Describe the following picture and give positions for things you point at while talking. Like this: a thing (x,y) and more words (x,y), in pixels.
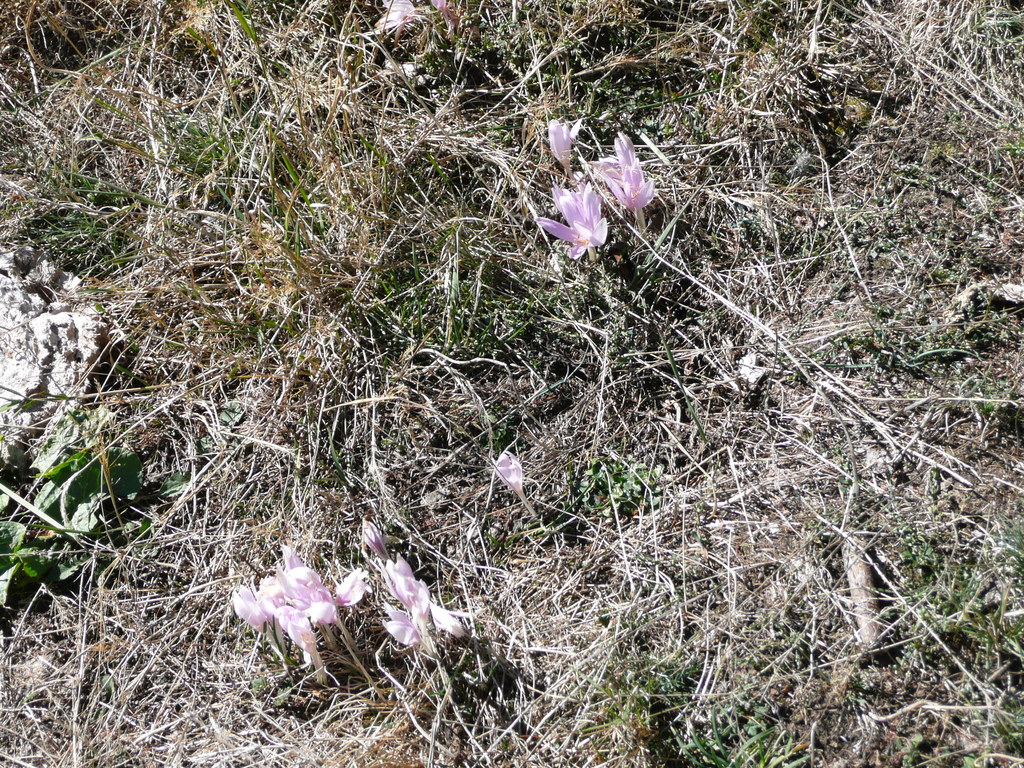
In this image, we can see some grass (872,365) and flowers (620,161).
